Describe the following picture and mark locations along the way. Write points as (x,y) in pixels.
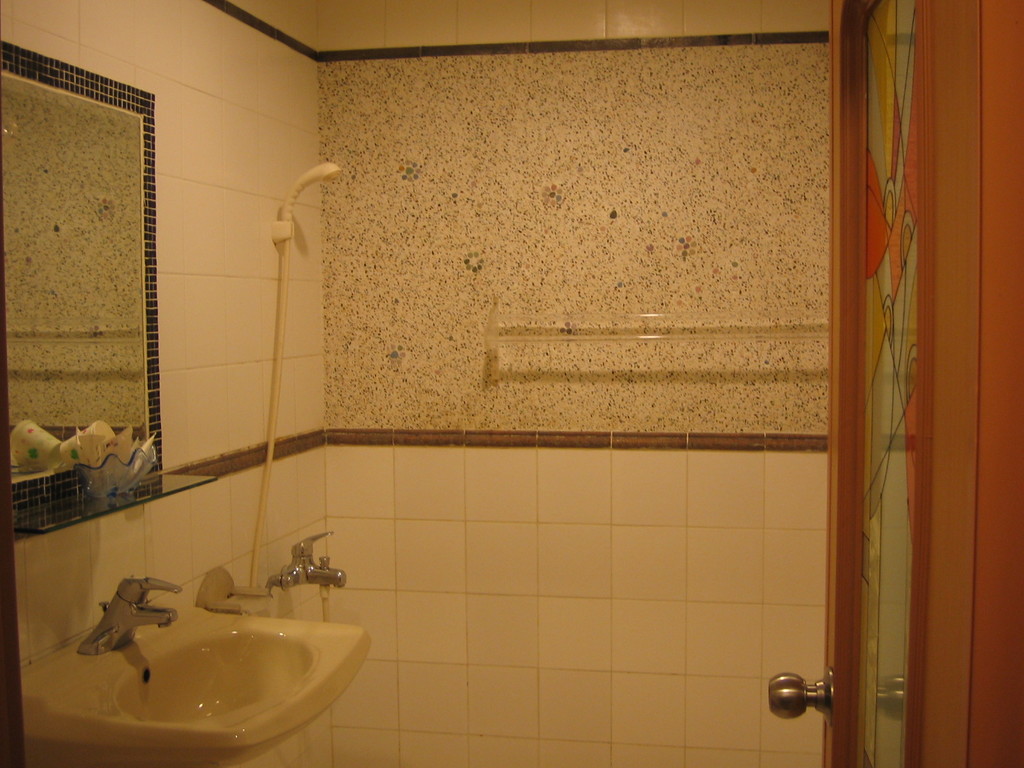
In this picture I can see a door (854,716) with a door knob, there is a washbasin (243,647), there are taps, there is a wall mount hand shower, there is a mirror (142,397), there is an object (110,503) on the glass shelf (61,518) and there are tiles (706,603).
